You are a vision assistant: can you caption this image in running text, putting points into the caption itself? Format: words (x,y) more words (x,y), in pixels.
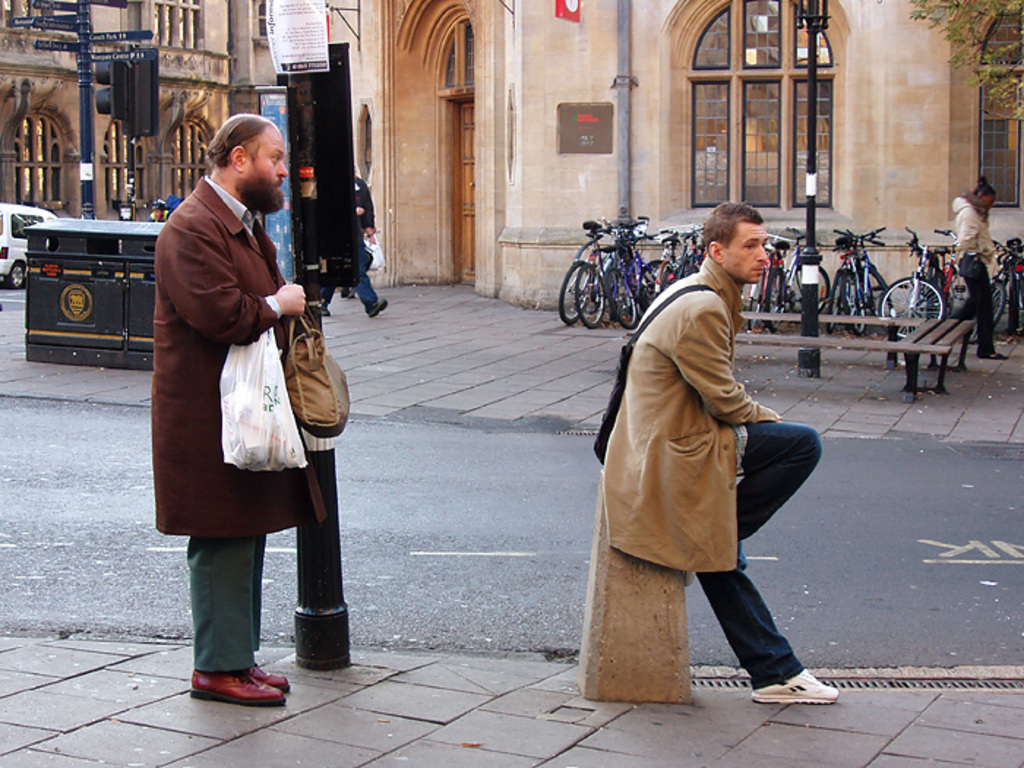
The picture is taken outside a city (179,592). In the foreground of the picture (921,711) there are two men (263,325), a pole (304,124), road (60,541) and a footpath (456,680). In the center of the picture (576,285) there bicycles (785,267), pole (810,265), benches (833,319), direction boards (127,57), signals (115,62), dustbins (136,281) and people (968,241) walking on the footpath (873,328). In the background (536,94) there are buildings (598,92) and windows (697,101).
